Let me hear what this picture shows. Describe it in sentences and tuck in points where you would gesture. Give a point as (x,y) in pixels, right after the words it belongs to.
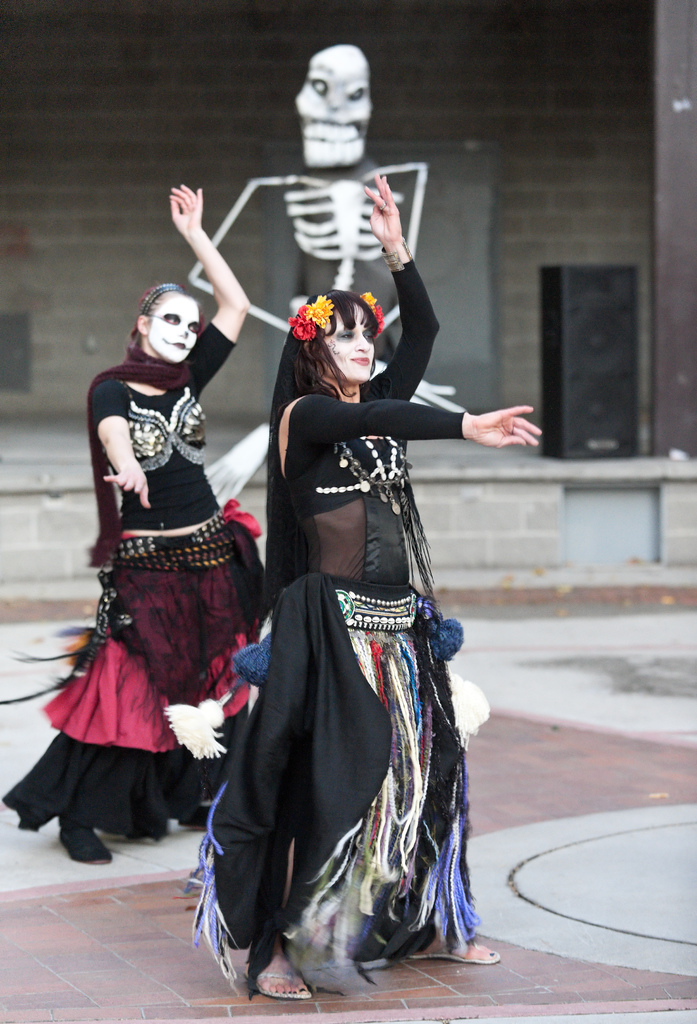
In this image, there are two persons (366,310) wearing clothes (133,732) and dancing on the floor (507,782) in front of the wall (487,131). There is a skeleton (371,212) in the middle of the image (253,435). There is a speaker (566,366) on the right side of the image (595,395).
